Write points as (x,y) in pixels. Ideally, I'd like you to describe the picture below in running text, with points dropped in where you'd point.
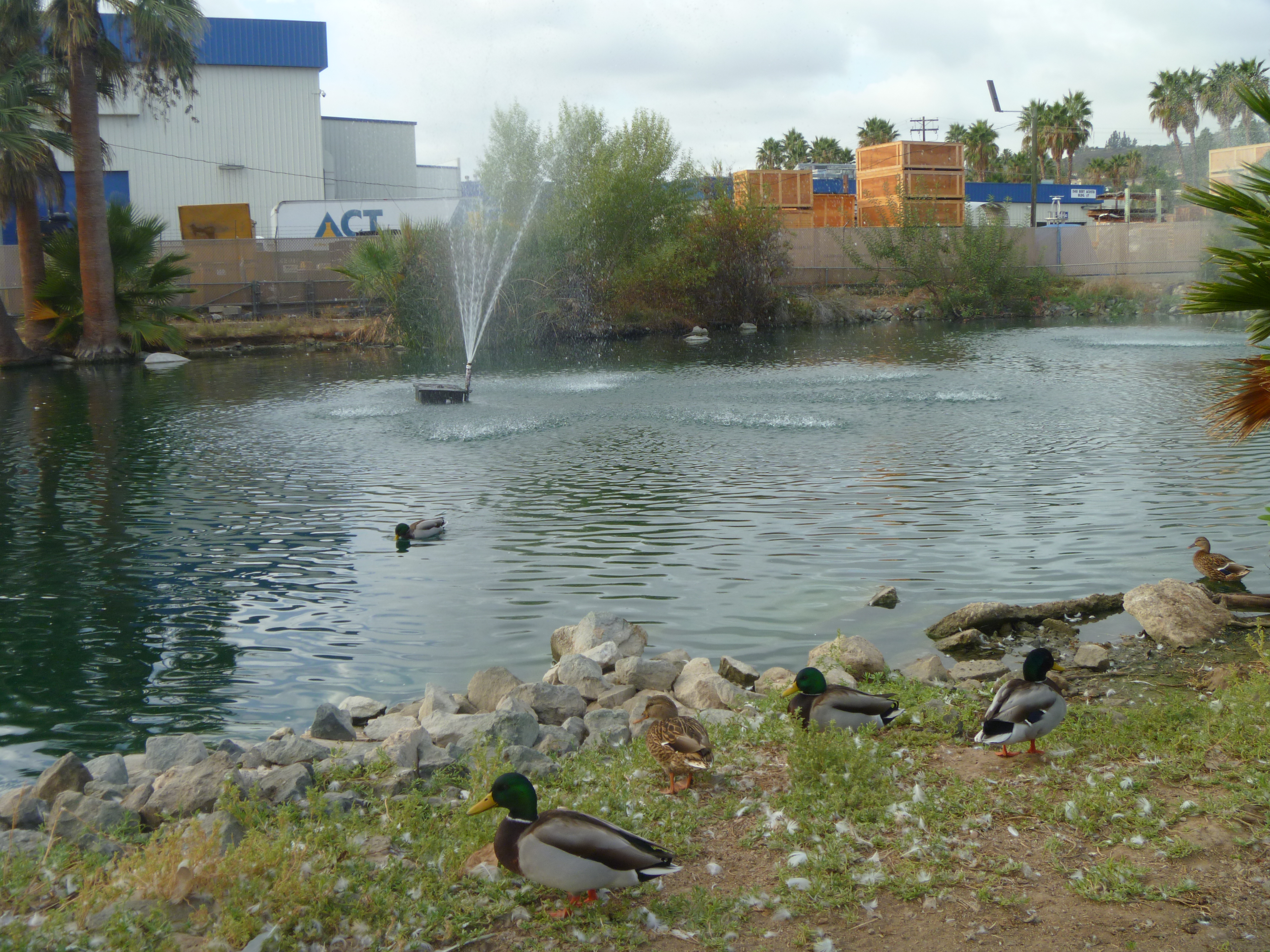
In this image there is a pond (769,379) in that pond (604,360) there is a fountain (450,394) and a duck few ducks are on the land (344,836), in the background (196,275) there is a wall (296,252) trees (506,246), behind the wall (808,245) there are boxes (919,172) and shed (404,156) and the sky (599,71).
